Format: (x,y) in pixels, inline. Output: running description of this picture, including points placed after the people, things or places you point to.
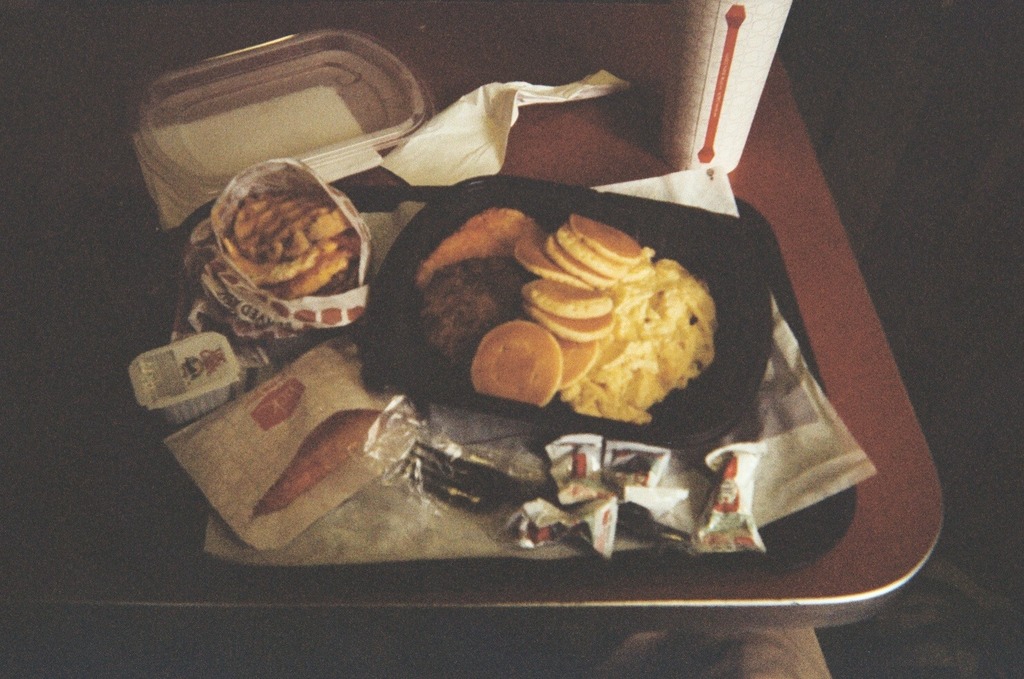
Here in this picture we can see number of food items (283,292) present on a tray (402,387), which is present on the table (29,132) over there and we can also see a cup (750,72) present over there.
